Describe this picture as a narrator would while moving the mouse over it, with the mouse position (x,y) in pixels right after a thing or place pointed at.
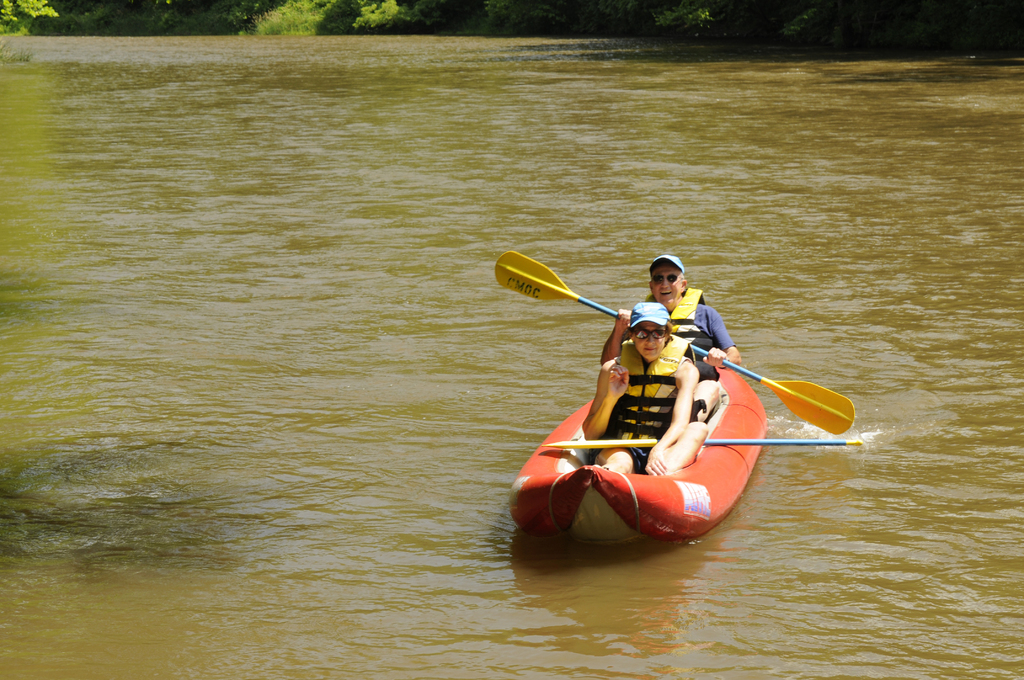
In this image, we can see two person (641,376) sailing a boat (605,503) on the water (503,489). We can see a person (706,321) holding a paddle (767,385). At the top of the image (733,0), we can see plants (836,41).
